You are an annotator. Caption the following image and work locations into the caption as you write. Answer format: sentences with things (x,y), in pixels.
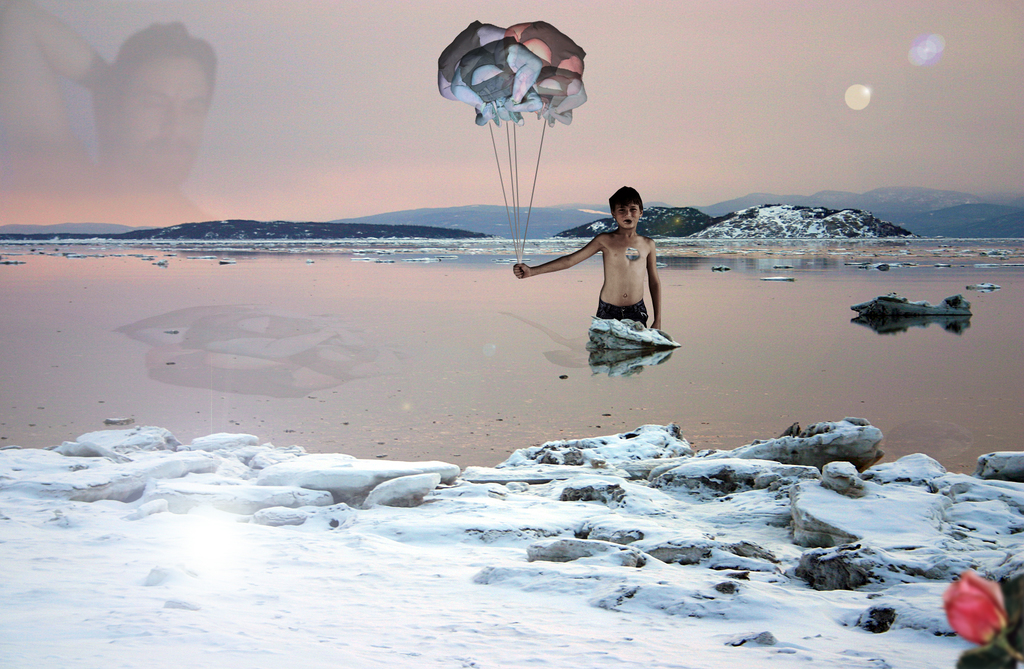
In this picture we can observe a river (492,337). There is a boy (622,256) holding some balloons (511,91) in his hand (524,265). We can observe snow (258,605). In the background (290,235) there are hills (584,218) and a sky (662,100) on the left side (157,58). We can observe a man (165,124).
